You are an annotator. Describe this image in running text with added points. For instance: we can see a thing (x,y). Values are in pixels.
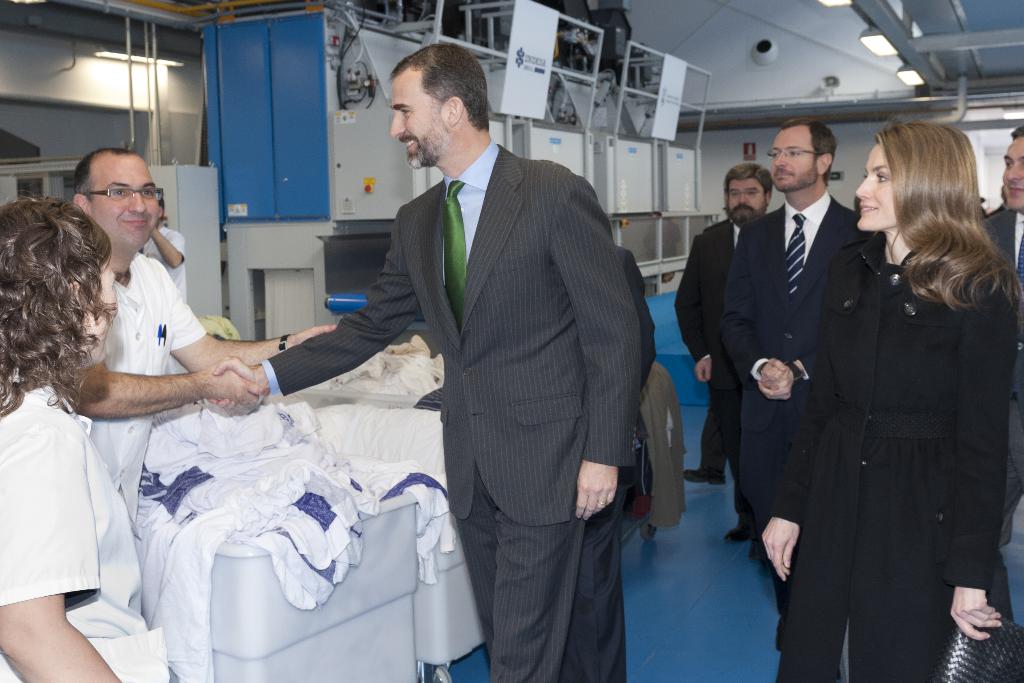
There are group of people (785,420) standing. I can see two men (192,382) hand shaking and smiling. I think these are the clothes (282,499). These look like the machines (524,126). These are the lights (873,52), which are attached to the roof (858,26).
